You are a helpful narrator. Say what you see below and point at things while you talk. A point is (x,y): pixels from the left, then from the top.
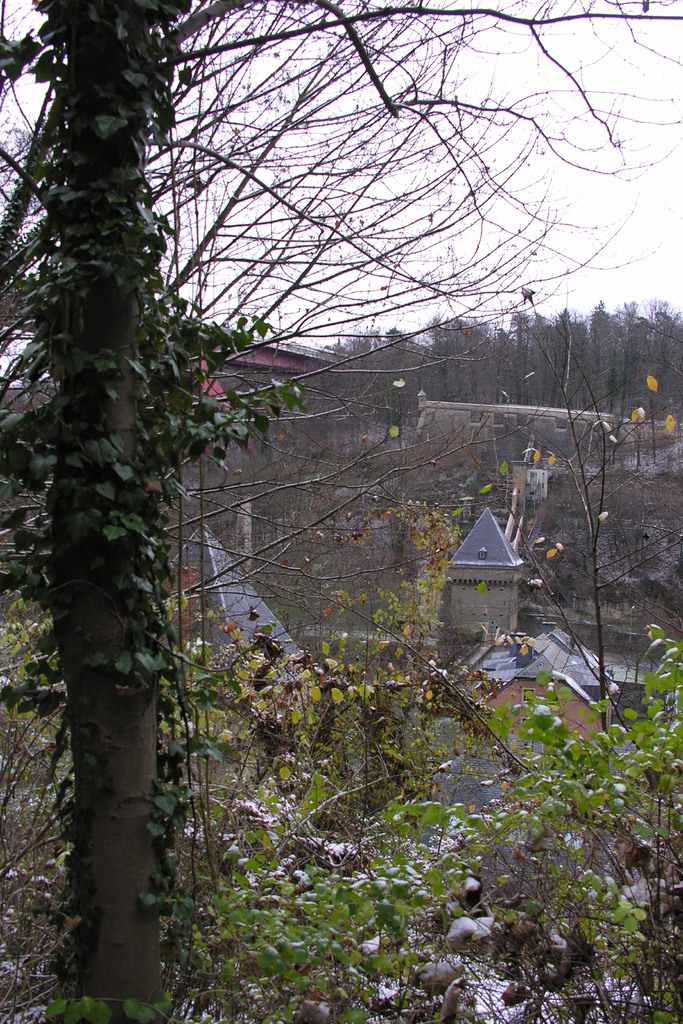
This image consists of many trees (330,81) and plants (405,699) along with buildings (519,648). In the background (620,670), there is water (634,664).
